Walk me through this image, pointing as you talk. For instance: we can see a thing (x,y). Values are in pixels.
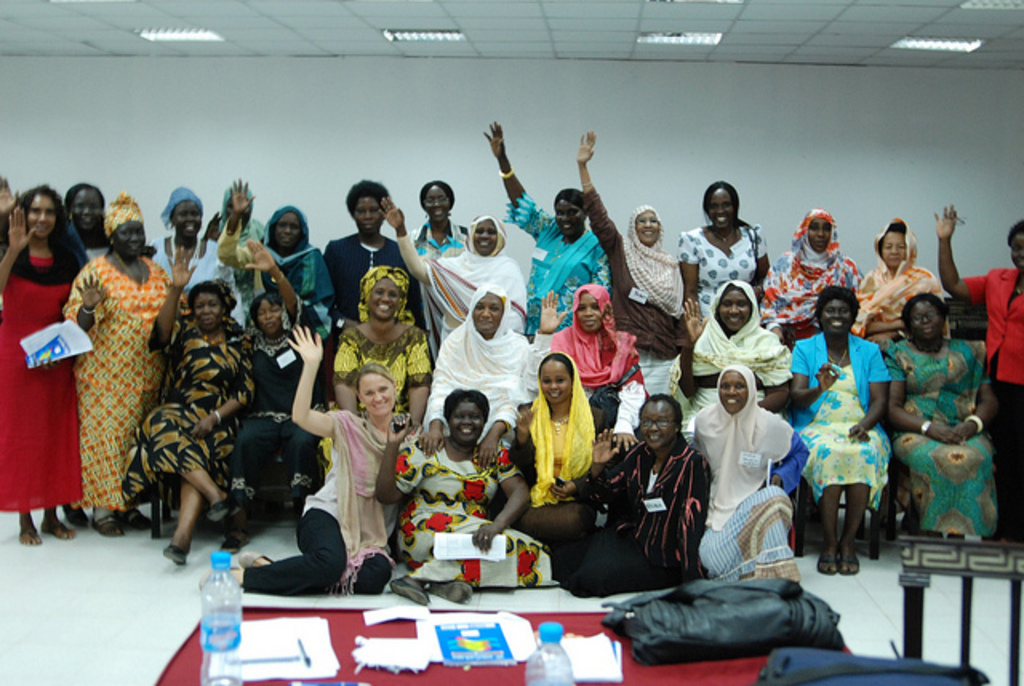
In this picture we can see a group of women (347,520) smiling where some are standing and some are sitting on chairs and floor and in front of them we can see bottles (556,668), bags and in the background (228,163) we can see wall (269,180), lights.
